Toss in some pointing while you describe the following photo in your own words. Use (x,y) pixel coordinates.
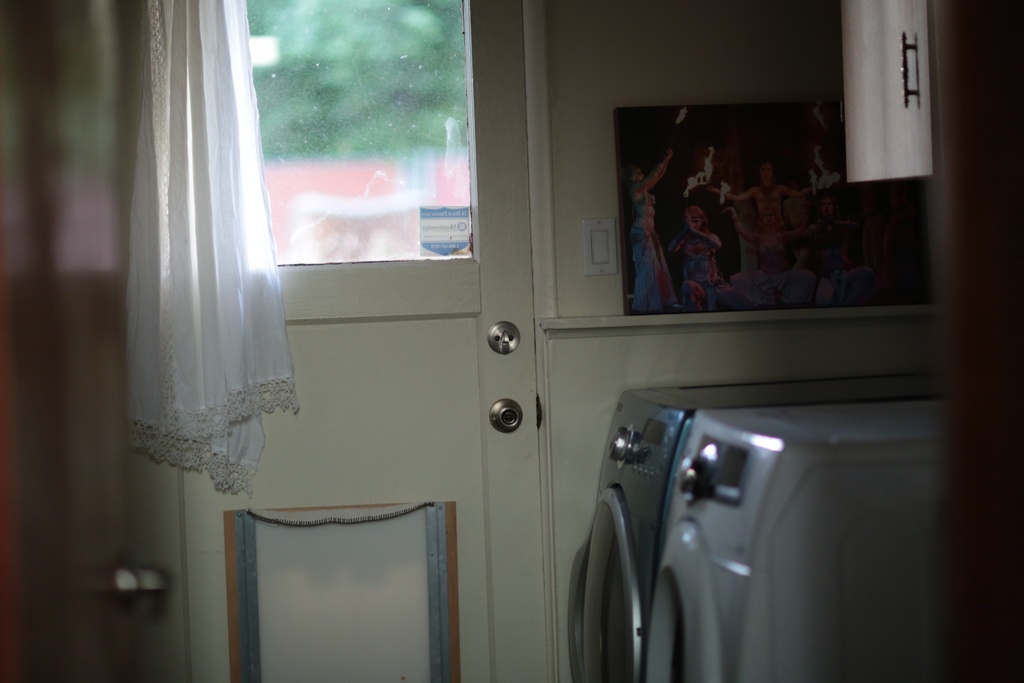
There are electronic machines (690,451) present at the bottom of this image (690,601). We can see a door (371,254) and a curtain (259,281) on the left side of this image (341,310) and there is a photo frame (699,225) attached to the wall (639,89). We can see a cupboard (884,60) on the right side of this image (927,136).
